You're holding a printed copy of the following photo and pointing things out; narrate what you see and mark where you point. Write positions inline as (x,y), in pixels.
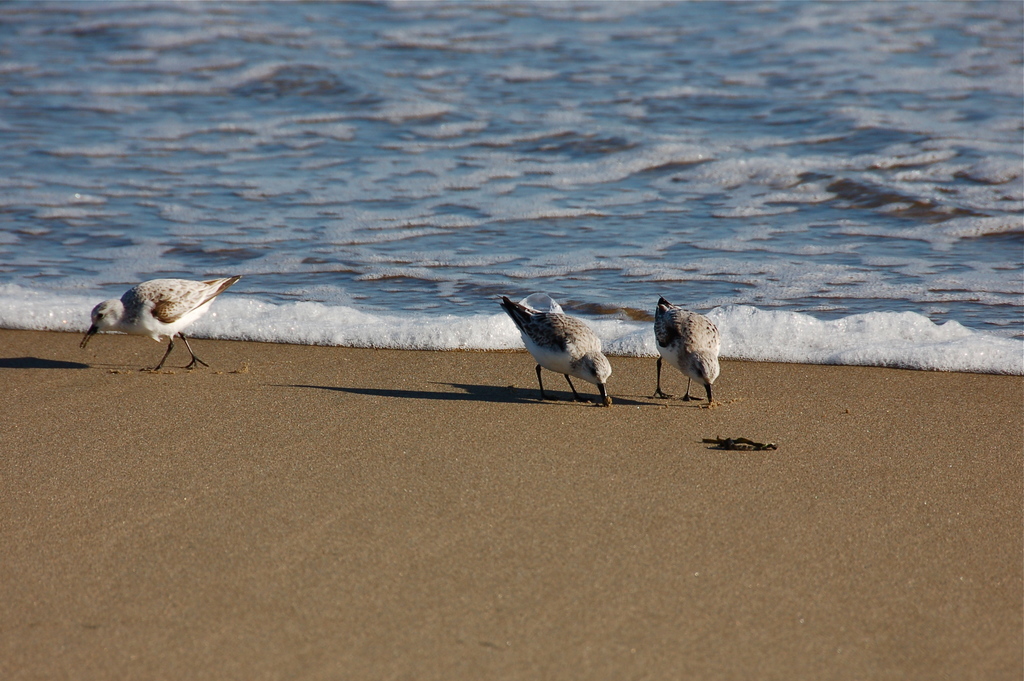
In the image there are three birds (178,322) standing on the sand (365,364) in front of the sea (498,264).
